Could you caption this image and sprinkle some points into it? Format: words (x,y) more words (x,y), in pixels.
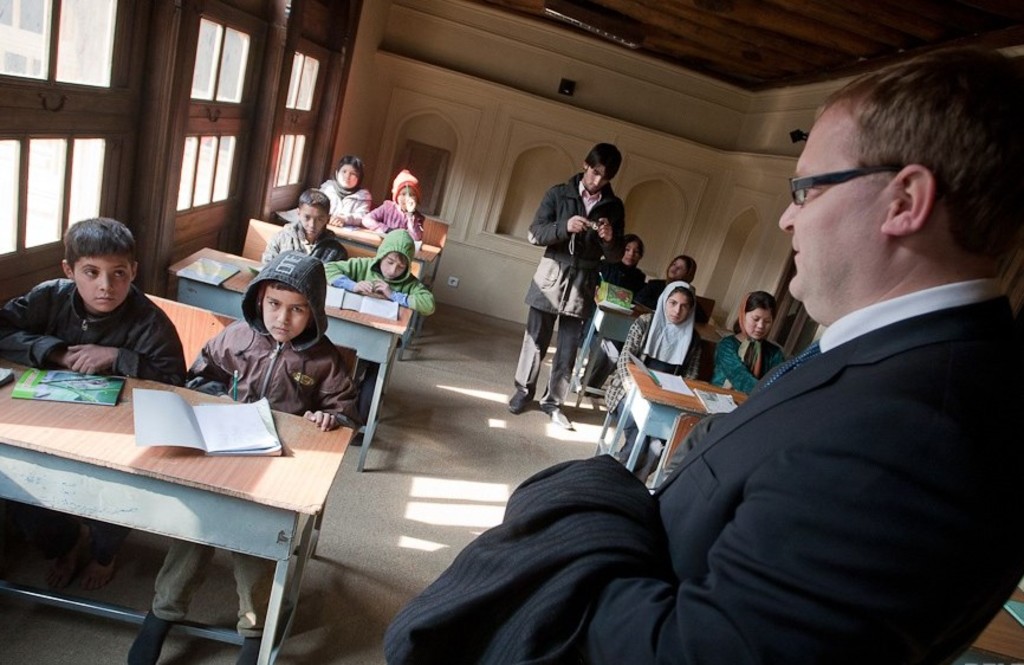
The image is taken in a classroom (790,219). On the right (808,434) there is a person (896,441) in suit (805,427). On the left (212,495) there are kids (260,364), tables (211,297), chairs (212,319) and windows (75,118). In the center of the picture (570,316) there is a person (587,285) standing, beside him there are kids (683,327), benches (672,400) and chairs (704,338). In the background (545,105) it is wall (487,153).
